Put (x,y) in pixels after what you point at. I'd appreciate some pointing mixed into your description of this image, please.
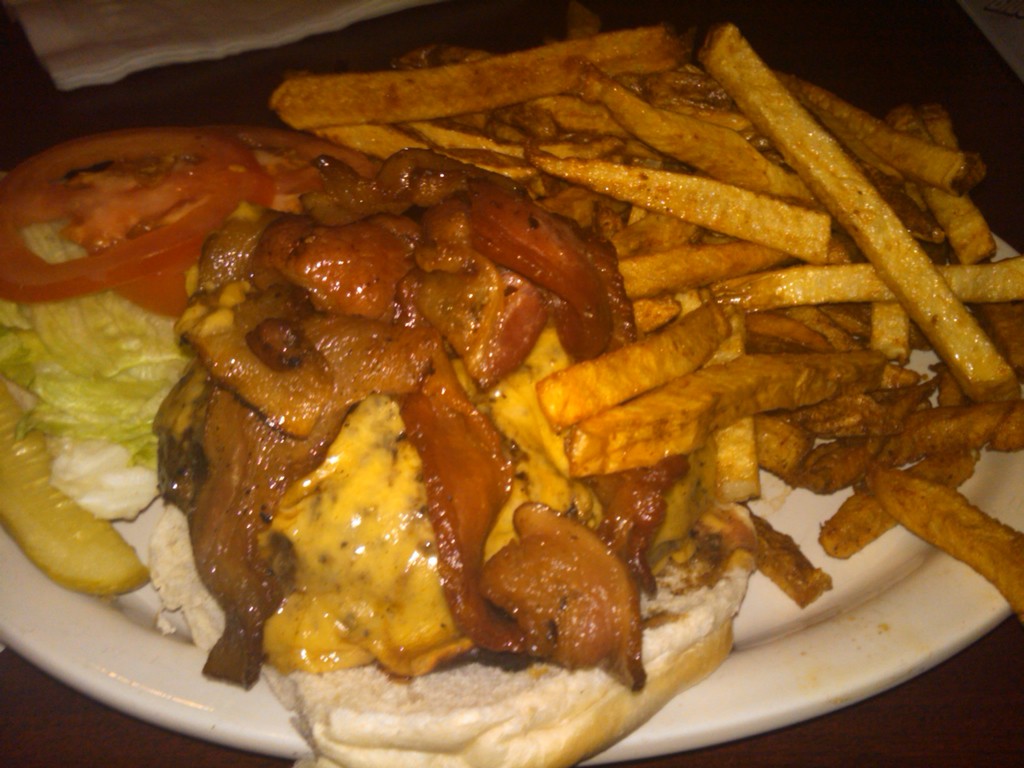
In this image, we can see a plate (795,684) contains some food (396,346).
